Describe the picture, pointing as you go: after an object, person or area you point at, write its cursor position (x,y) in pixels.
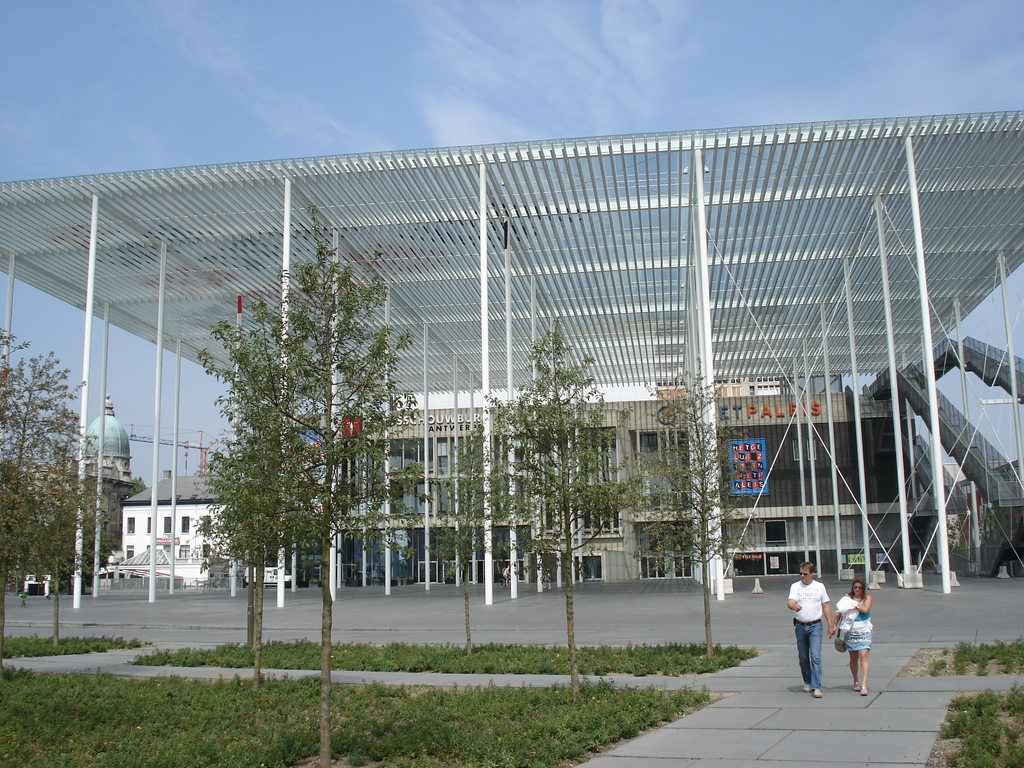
In this image there are two people (821,673) walking on the platform (764,712), beside them there is grass (263,720) and trees (296,523), behind them there are pillars (79,602) and buildings (372,501).
